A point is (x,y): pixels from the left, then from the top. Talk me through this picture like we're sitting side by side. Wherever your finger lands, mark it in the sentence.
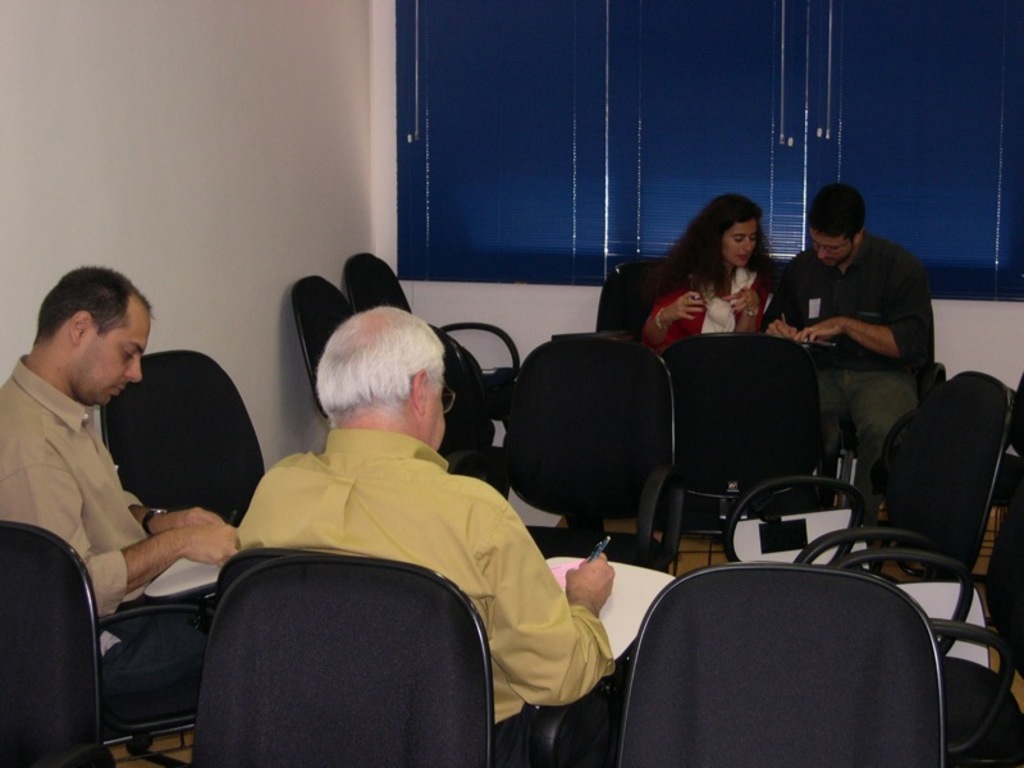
There are four people (831,337) sitting in this room (708,395). Three of them are men (780,312) and one of them is woman (702,262). Two of them are writing on a paper (561,576) with a pen (596,555). There are some empty chairs (833,584) in this room (714,502). We can observe curtains (512,111) and wall (295,117) in the background (255,129).
